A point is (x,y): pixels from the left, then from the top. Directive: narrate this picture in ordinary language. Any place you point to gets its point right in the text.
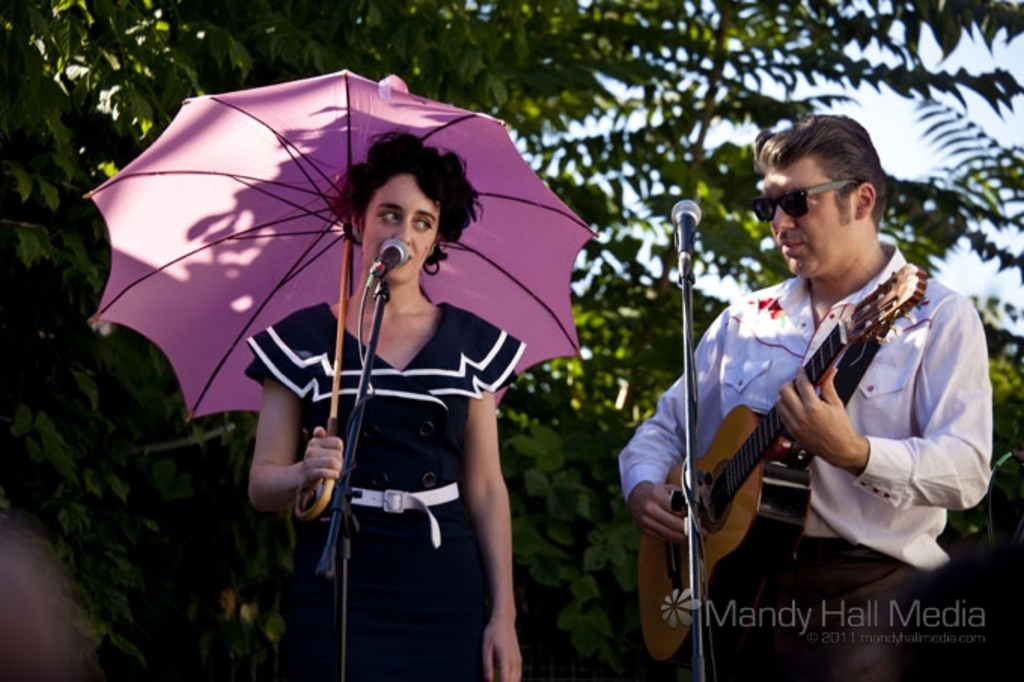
In this picture two people (433,358) are standing among them one is a woman (358,320) who is holding the umbrella (276,226) and the other is a man (830,402) who is holding the guitar (718,449).
